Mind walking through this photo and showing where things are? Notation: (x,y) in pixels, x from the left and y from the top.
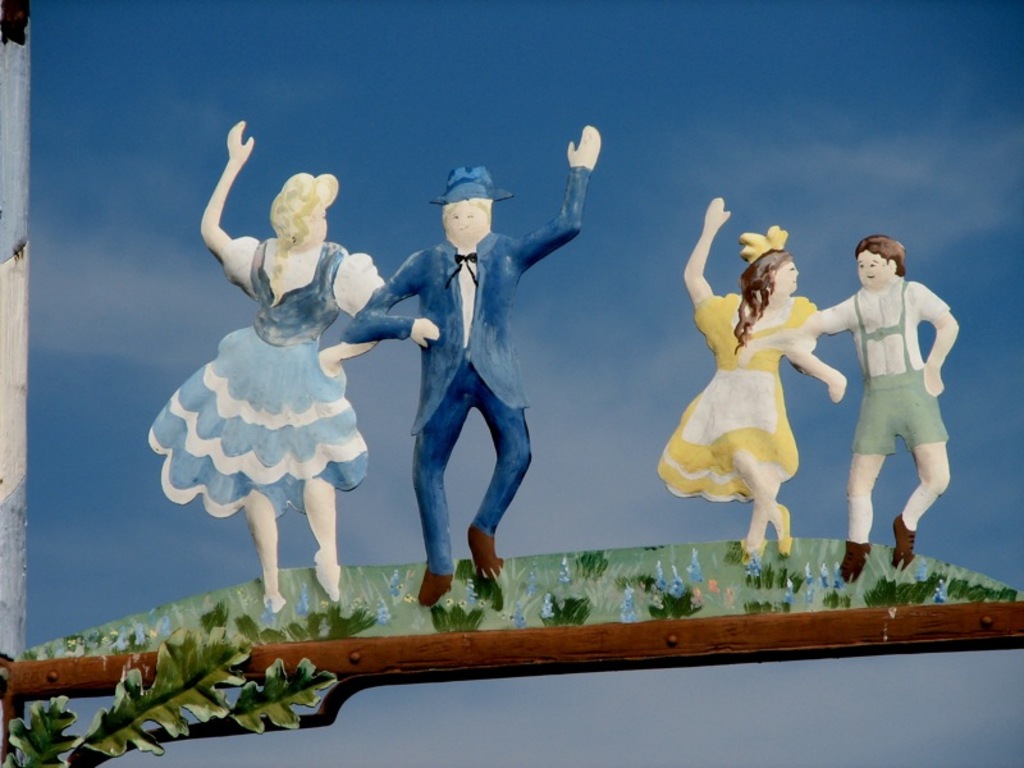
In this image there is a painting (888,351), in the painting (888,351) there are two couples (414,292) standing on the grass surface (374,577), in front of them there is a leaf (228,645) and a wooden platform (592,645).
